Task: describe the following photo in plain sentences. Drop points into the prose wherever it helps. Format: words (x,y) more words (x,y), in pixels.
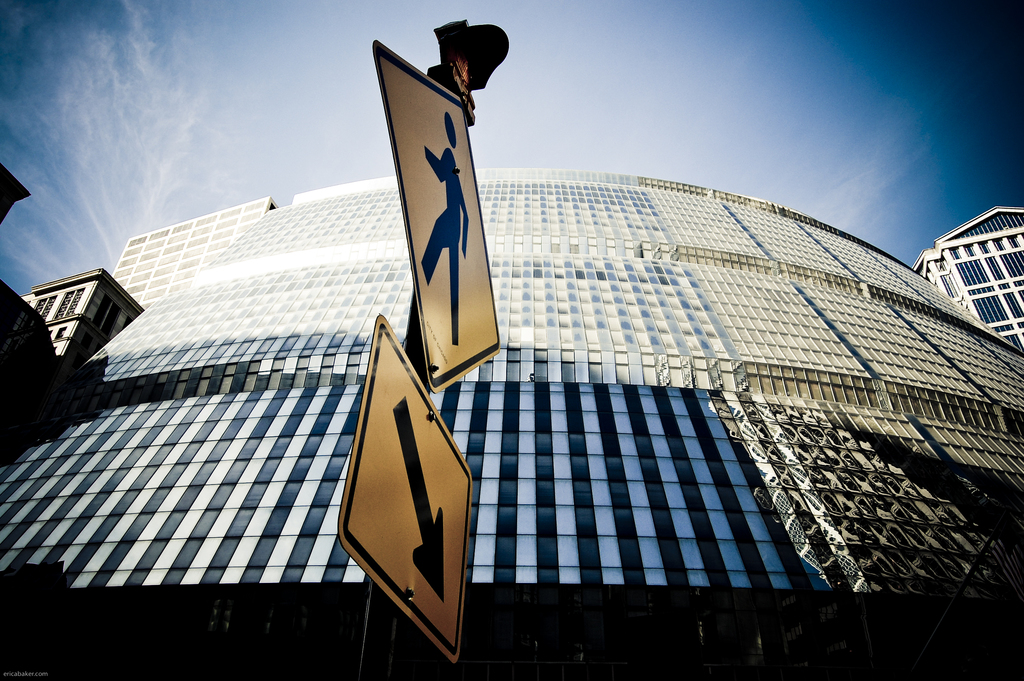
In the foreground of the picture there are sign boards (447,107) to a pole (368,596). In the center of the picture (587,228) there are buildings (164,296). Sky (192,147) is partially cloudy.
